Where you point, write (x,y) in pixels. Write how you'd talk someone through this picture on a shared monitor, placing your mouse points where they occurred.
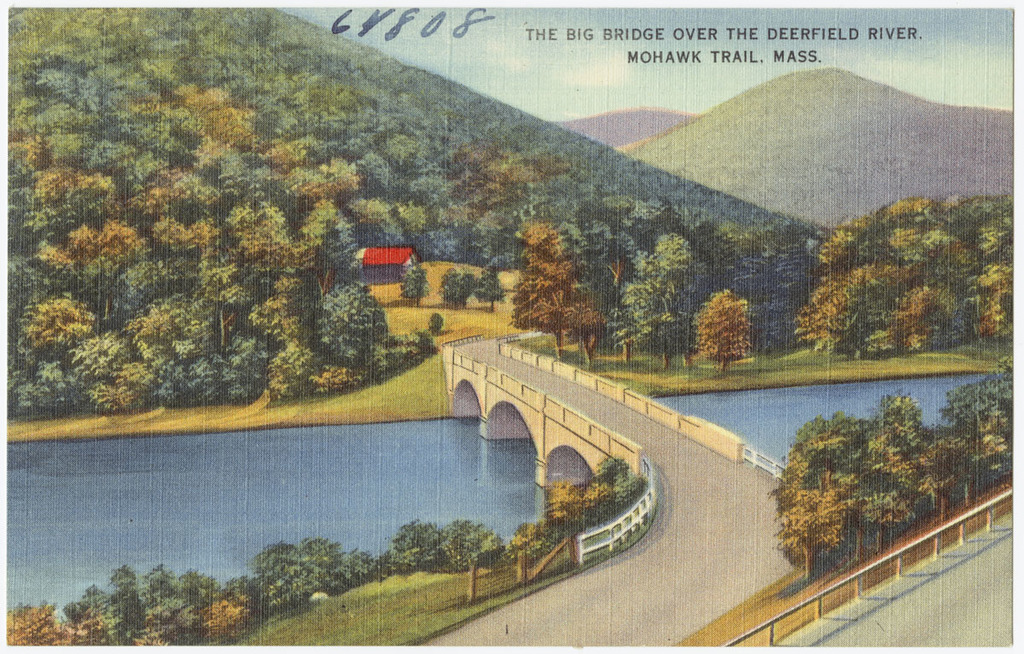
At the bottom (669,463) we can see trees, grass (276,624), fence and a road (881,611) and we can also see water (375,493) and a bridge (554,409). In the background (339,406) we can see trees (332,217), grass (768,367), house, mountains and clouds (624,68) in the sky (576,105). At the top (672,54) we can see some text (684,59) written on it.
